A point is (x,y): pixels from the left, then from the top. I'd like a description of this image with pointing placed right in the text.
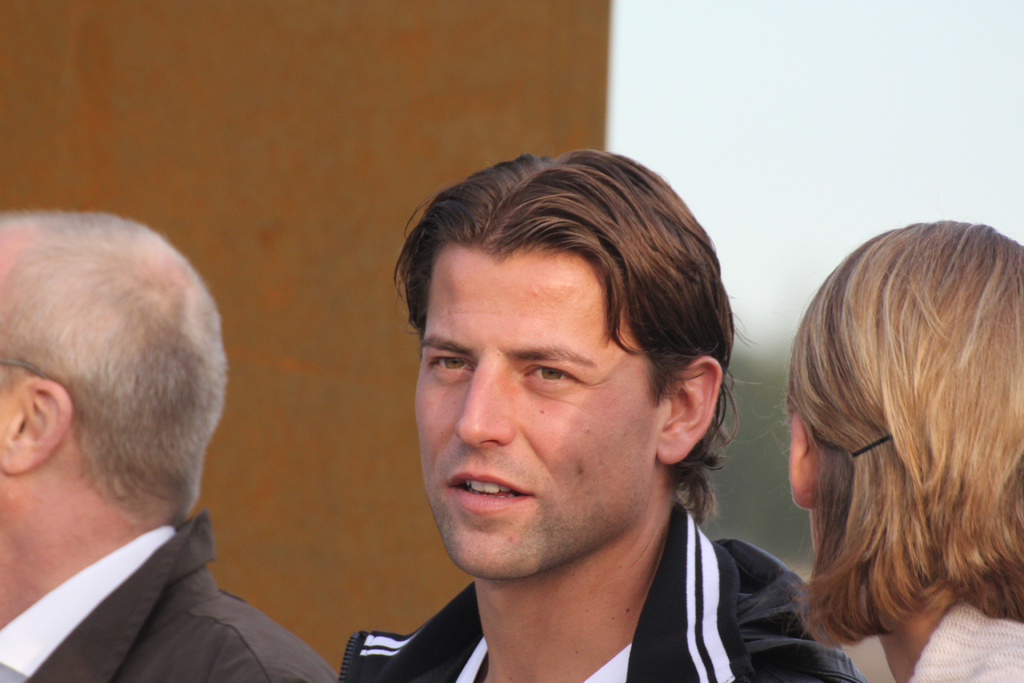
In the foreground of the image (424,365) there are people (504,357). In the background of the image (572,91) there is a wall (557,84).
